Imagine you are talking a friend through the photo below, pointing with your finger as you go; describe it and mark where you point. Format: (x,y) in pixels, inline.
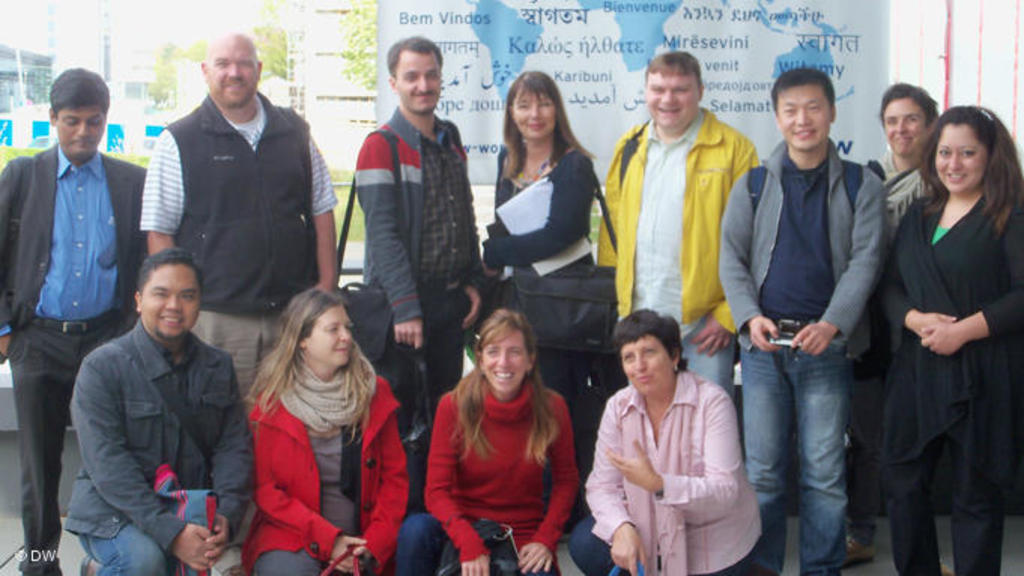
In the foreground of this image (308,190), there are people (469,190) posing to a camera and some are wearing bags (537,274). In the background (481,28), there is a banner (501,32), trees (354,35) and buildings (112,67).
